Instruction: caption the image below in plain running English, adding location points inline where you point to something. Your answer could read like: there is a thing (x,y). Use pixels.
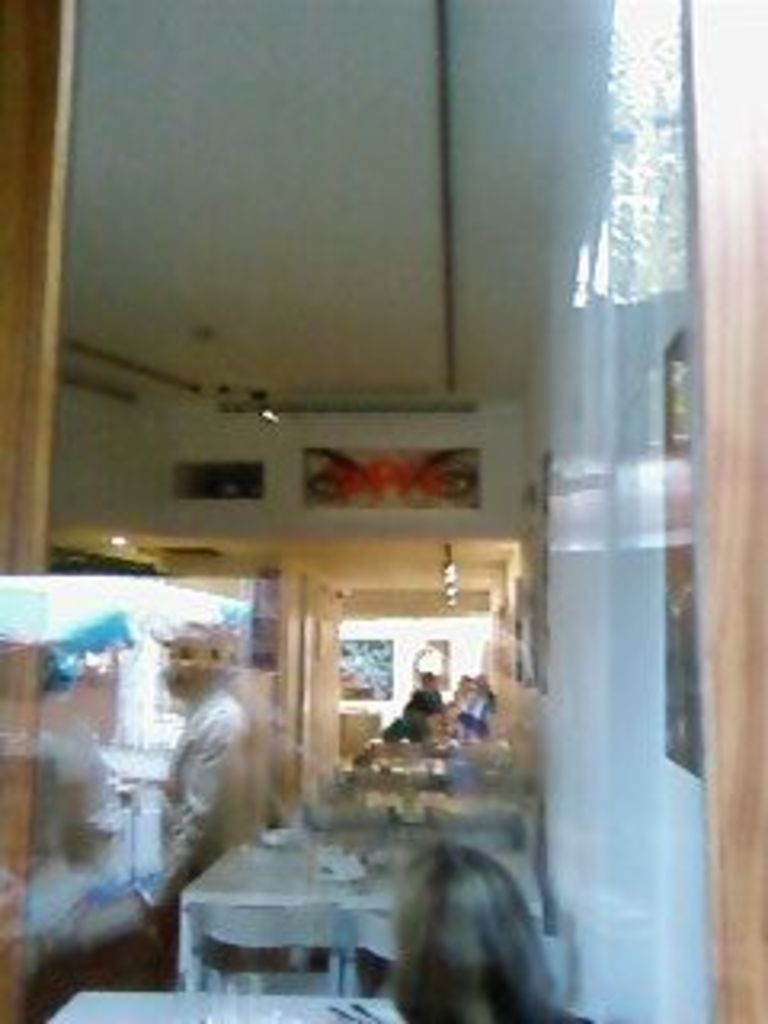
In this image, we can see a glass object (274,662) and wooden pieces (51,406). Through the glass (472,777) we can see the inside view. Here we can see few people (436,968), tables (338,1000), walls (571,833), posters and lights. On the glass (429,350) we can see some reflections (81,879).
